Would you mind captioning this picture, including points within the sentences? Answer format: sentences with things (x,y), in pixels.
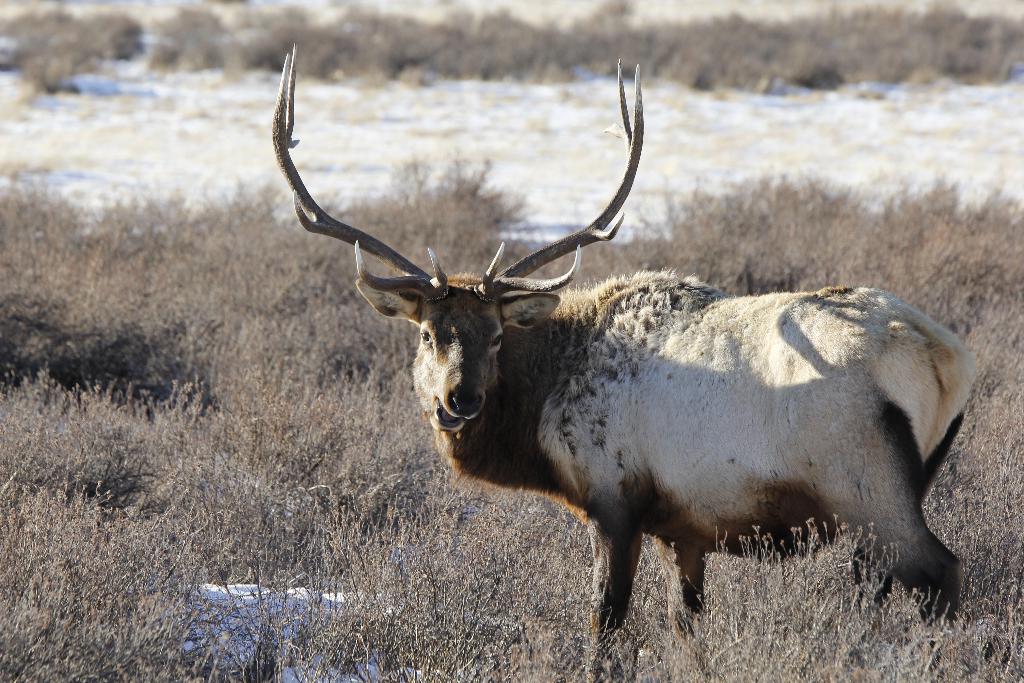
In the picture there is an animal (669,432) standing in between the dry plants (250,445).
